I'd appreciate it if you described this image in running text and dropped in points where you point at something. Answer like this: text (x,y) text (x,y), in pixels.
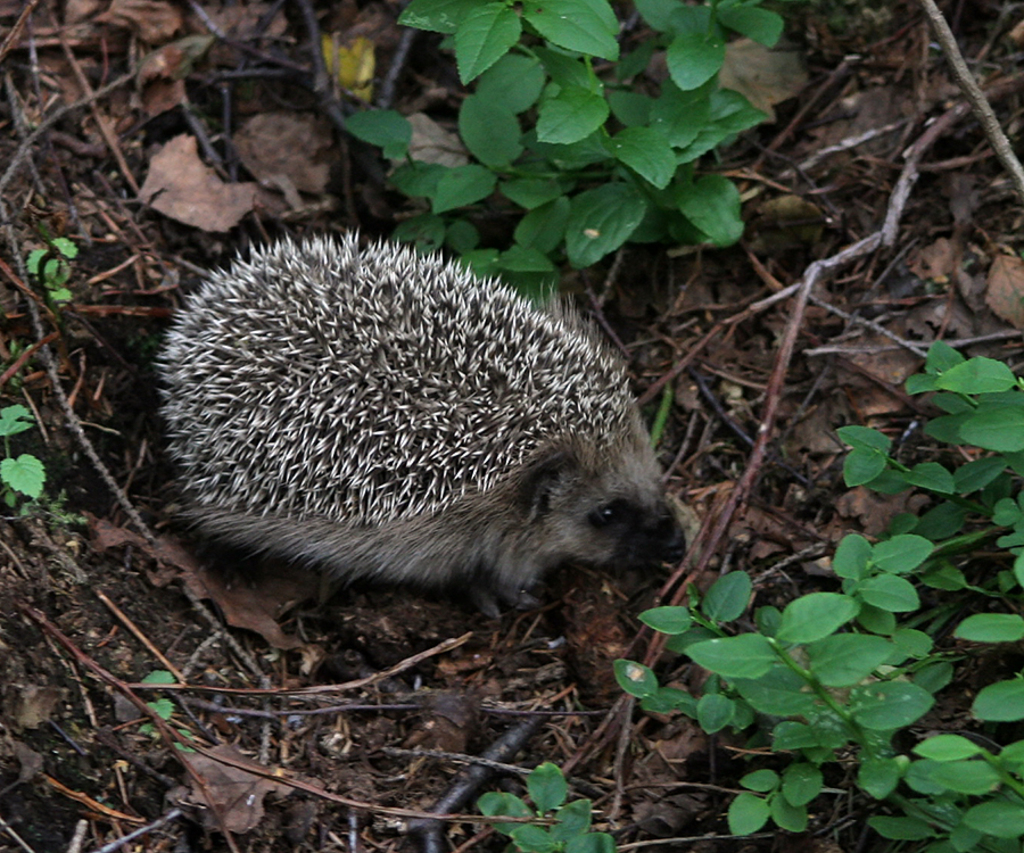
In this image we can see hedgehog (373,526) on the ground (423,652). At the top of the image (578,151) we can see a plant (500,135).
